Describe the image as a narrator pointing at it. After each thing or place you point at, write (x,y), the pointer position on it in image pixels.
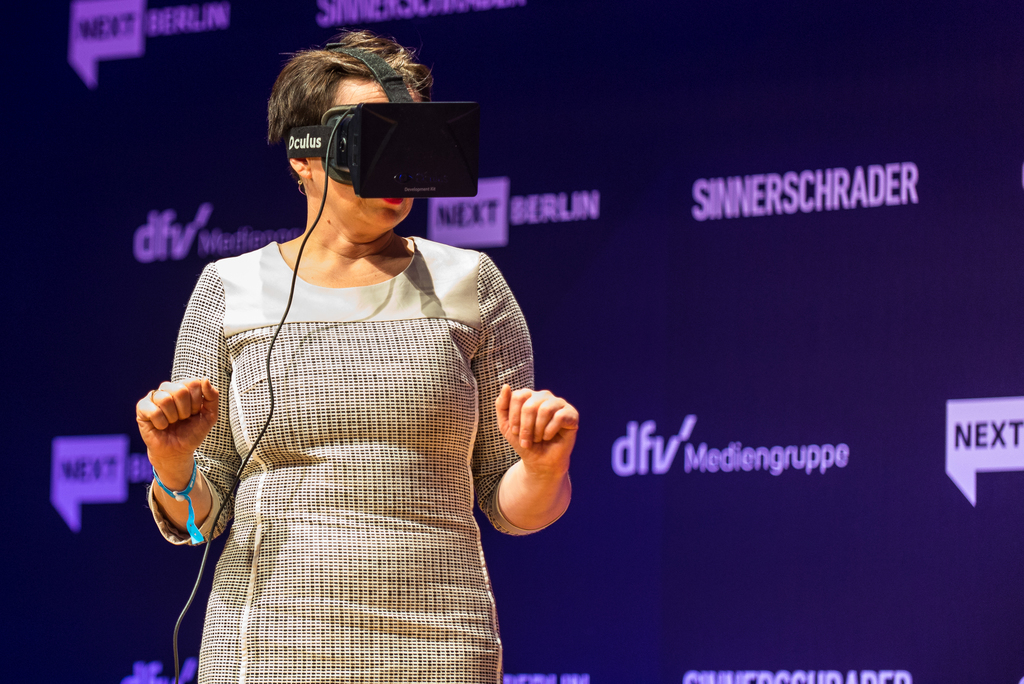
This image is taken indoors. In the background (648,370) there is a board (701,167) with a text (96,474) on it. In the middle of the image (342,391) a woman (310,508) is standing and she has worn a virtual 3D device (355,139).
